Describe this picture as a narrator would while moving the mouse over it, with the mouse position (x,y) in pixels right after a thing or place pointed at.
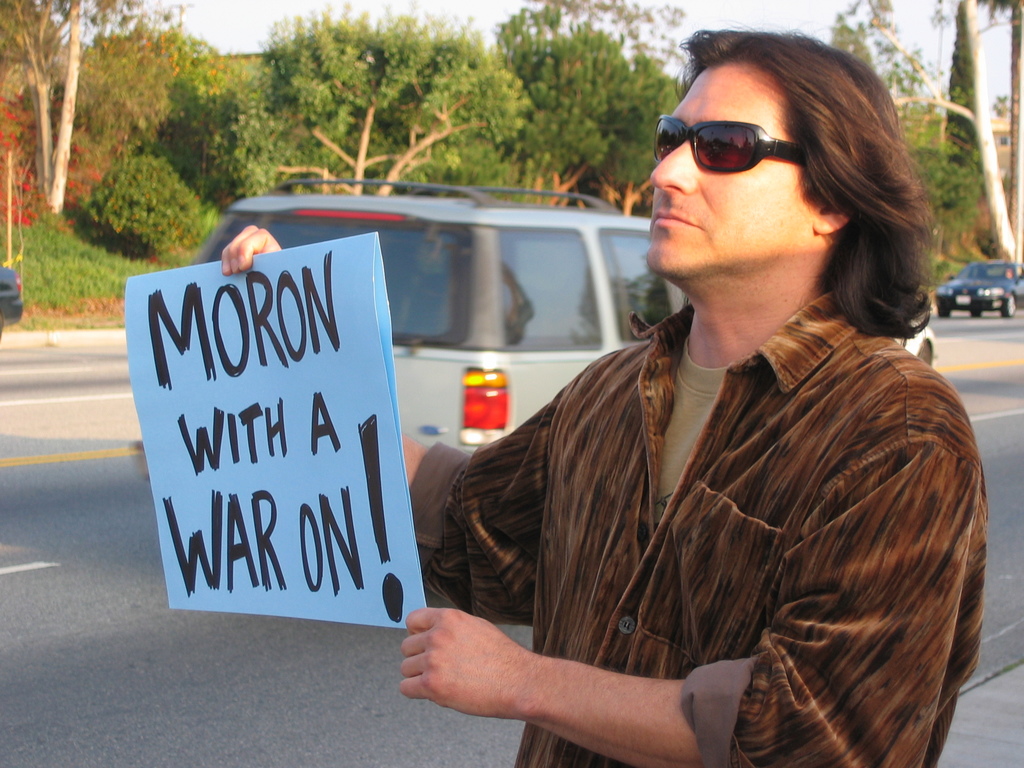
This image consists of a man (684,478) wearing a brown shirt (479,538) is holding a placard (258,443). At the bottom (180,653), there is a road (156,648). In the background (995,305), we can see the cars (954,305) on the road (194,684). And there are many trees (356,94) in this image. At the top (228,24), there is sky (219,33).
